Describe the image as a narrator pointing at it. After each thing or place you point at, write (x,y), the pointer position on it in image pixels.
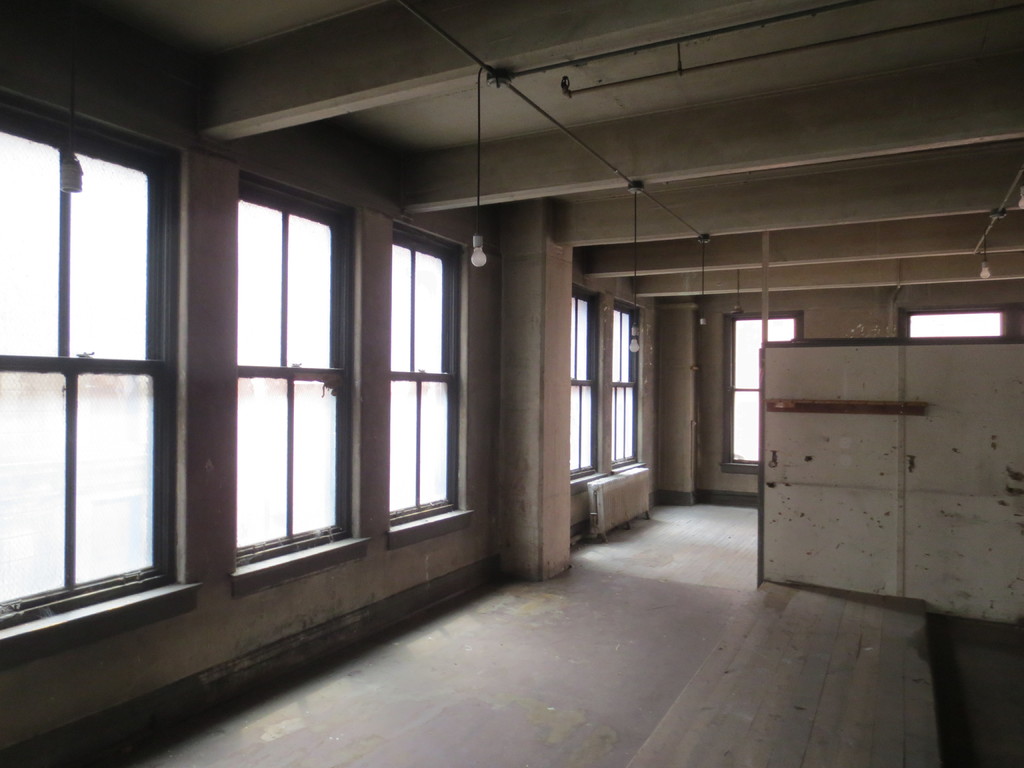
This image is clicked inside a room (577,636). There are glass windows (738,377) to the wall (471,346). At the top (669,70) there is a ceiling (822,64). There are lights (476,250) hanging to the ceiling (735,249).
